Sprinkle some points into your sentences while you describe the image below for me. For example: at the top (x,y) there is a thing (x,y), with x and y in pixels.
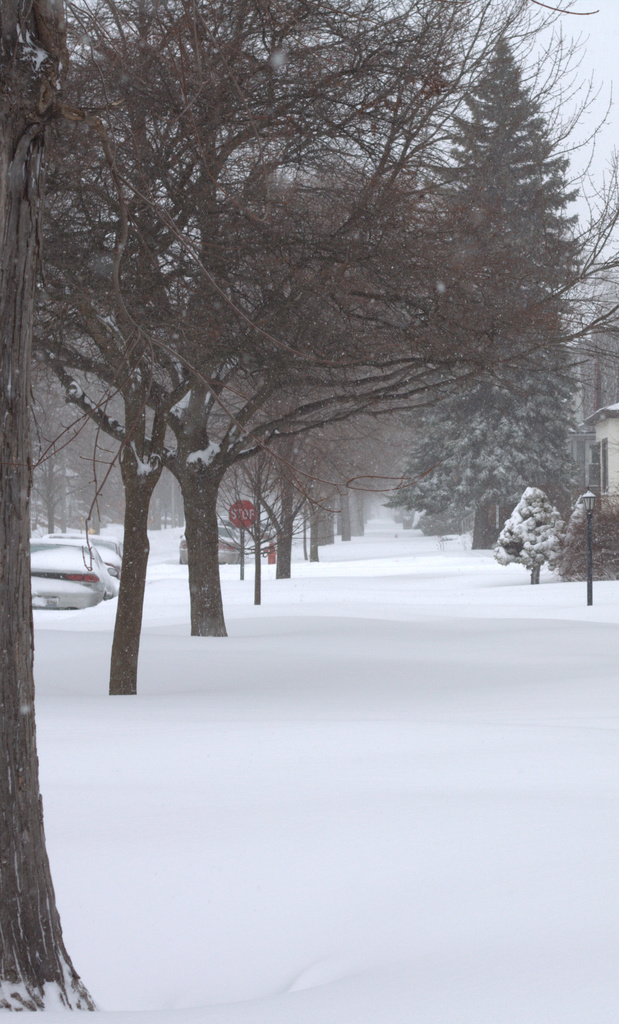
In this image we can see trees (352,205), poles (591,518), light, board (248,520), and a building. Here we can see cars (46,558) and snow (352,715).
